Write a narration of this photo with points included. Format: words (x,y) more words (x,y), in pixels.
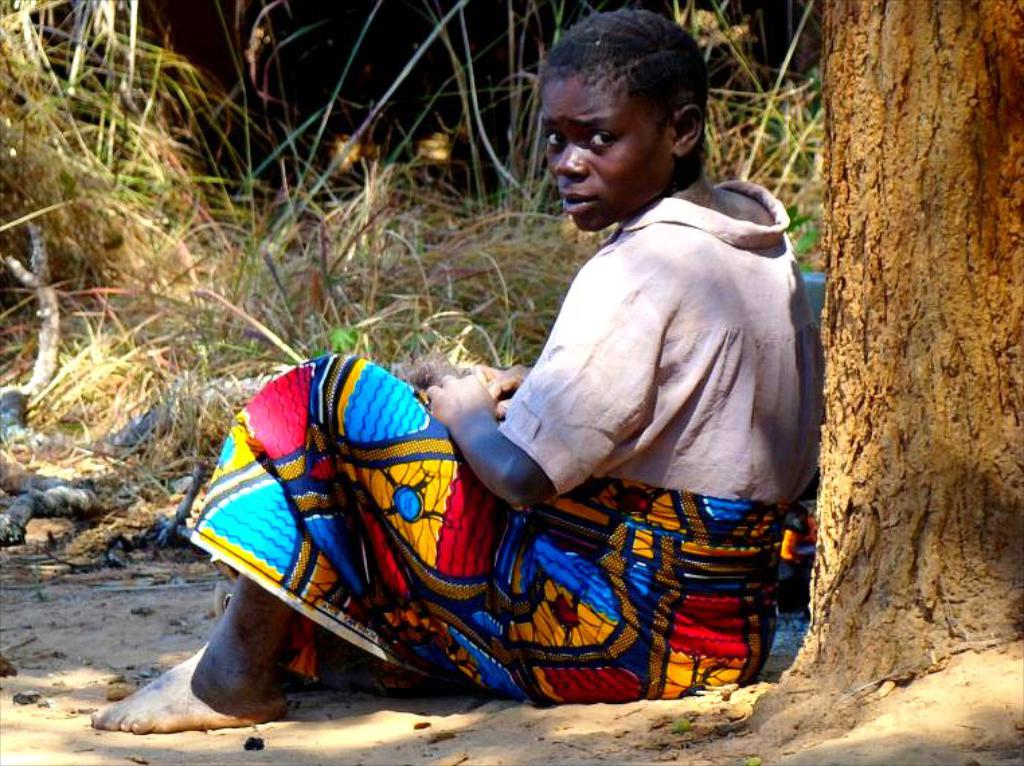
As we can see in the image there is dry grass (340,163), tree stem (940,283) and a woman (570,308) sitting.
